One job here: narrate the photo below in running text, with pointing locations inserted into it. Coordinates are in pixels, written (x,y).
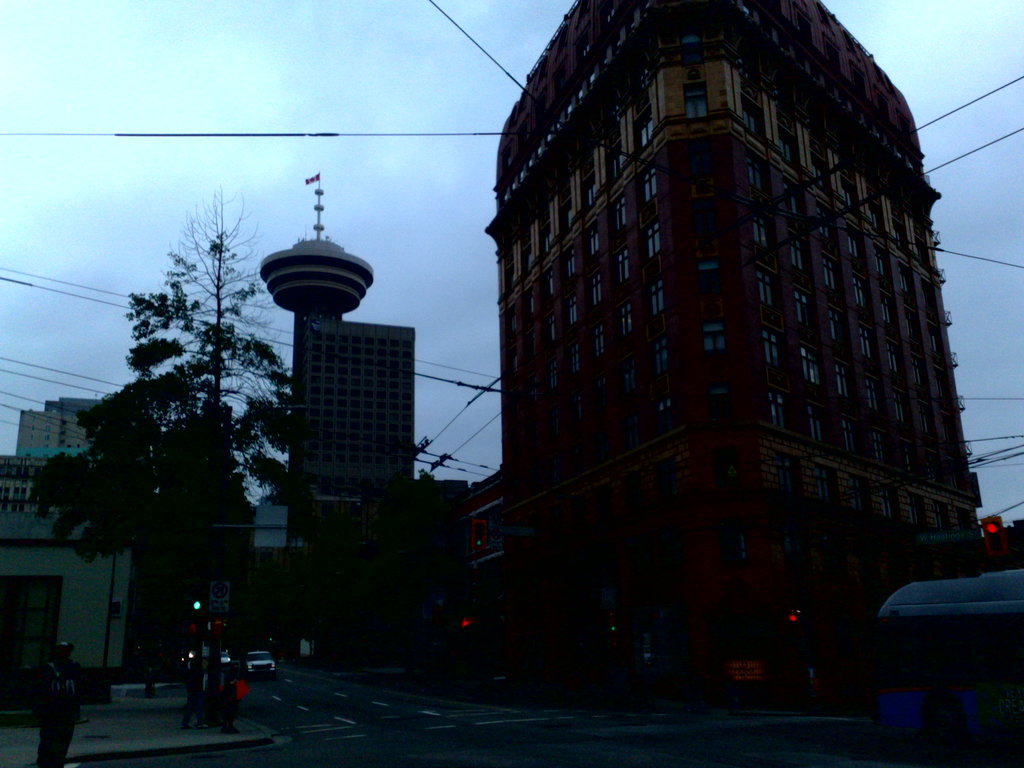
In this image there are buildings (20,526), trees (204,485), wires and there are persons (67,673) and the sky (425,100) is cloudy.
